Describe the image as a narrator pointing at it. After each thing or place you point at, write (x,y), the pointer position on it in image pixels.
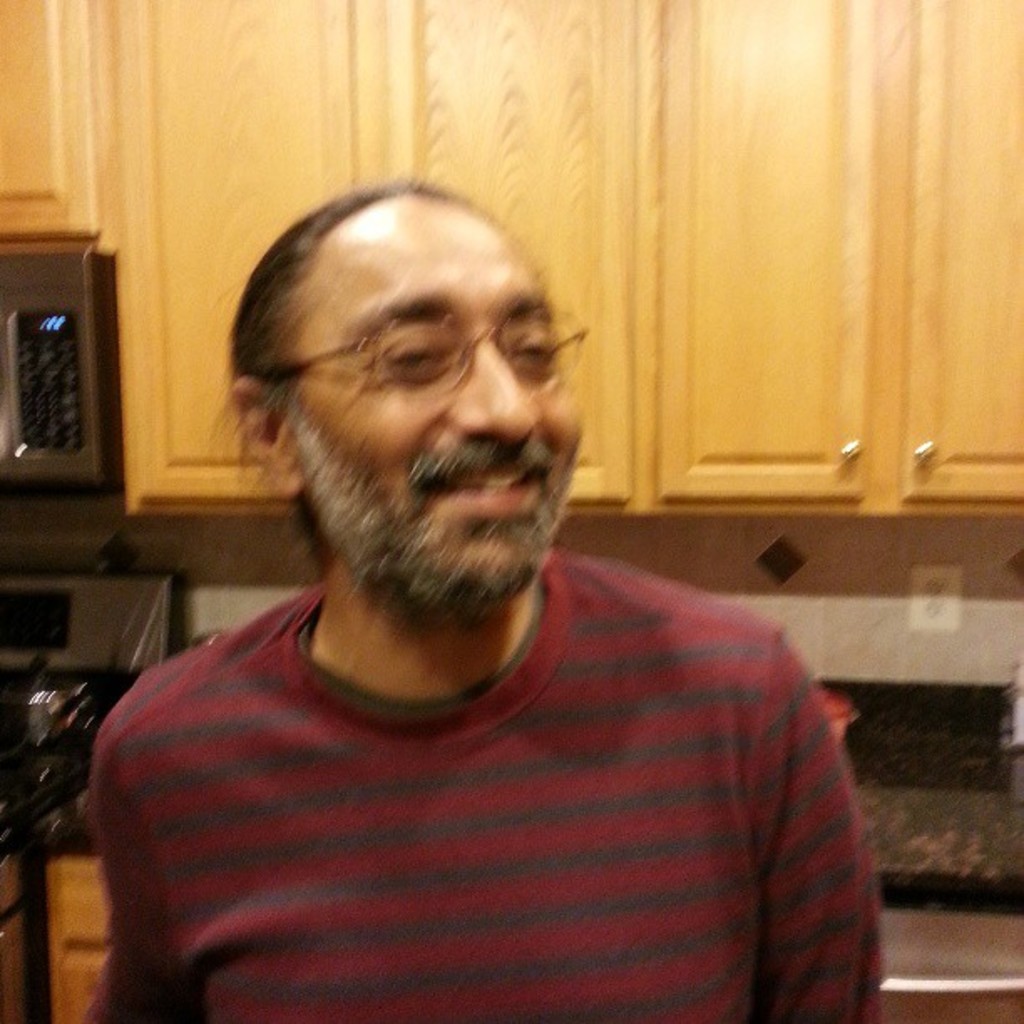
In the center of the image (432,681) we can see a man (425,723) smiling. He is wearing glasses (429,350). In the background (313,198) there is a cupboard (626,209). On the left (78,455) we can see a oven (58,454). At the bottom (977,832) there is a countertop (931,848).
